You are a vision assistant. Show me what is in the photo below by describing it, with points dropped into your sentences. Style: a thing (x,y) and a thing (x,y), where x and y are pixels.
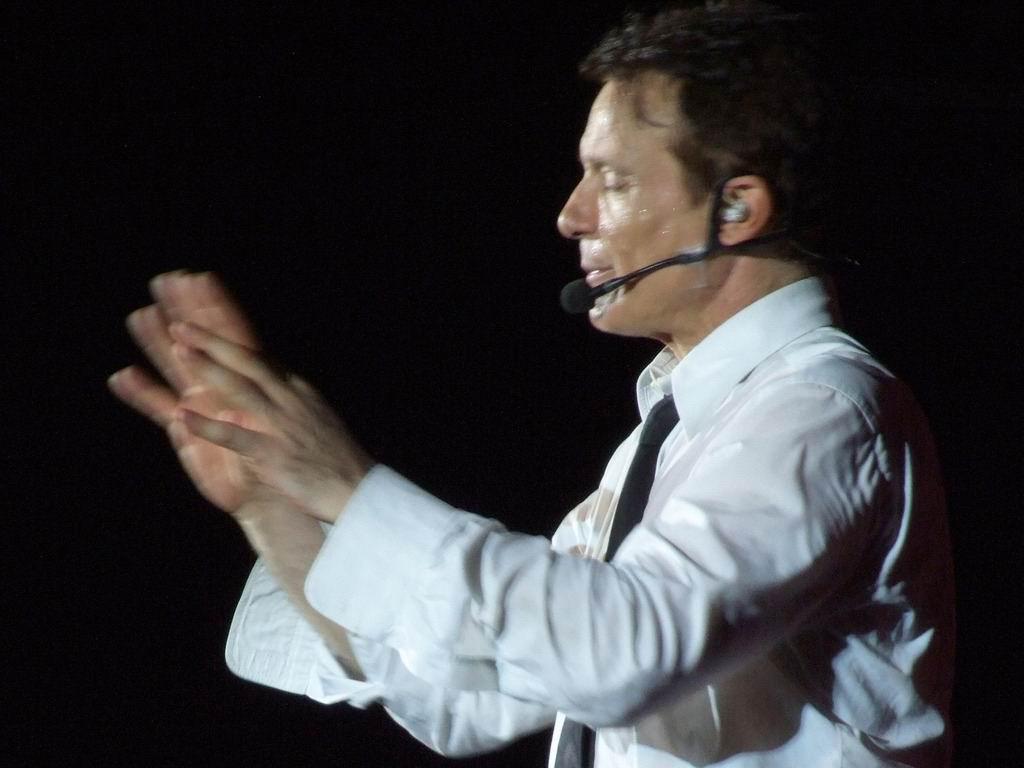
In this picture, we see a man (693,368) in the white shirt (673,505) is wearing a black tie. I think he is talking on the microphone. In the background (394,460), it is black in color.
